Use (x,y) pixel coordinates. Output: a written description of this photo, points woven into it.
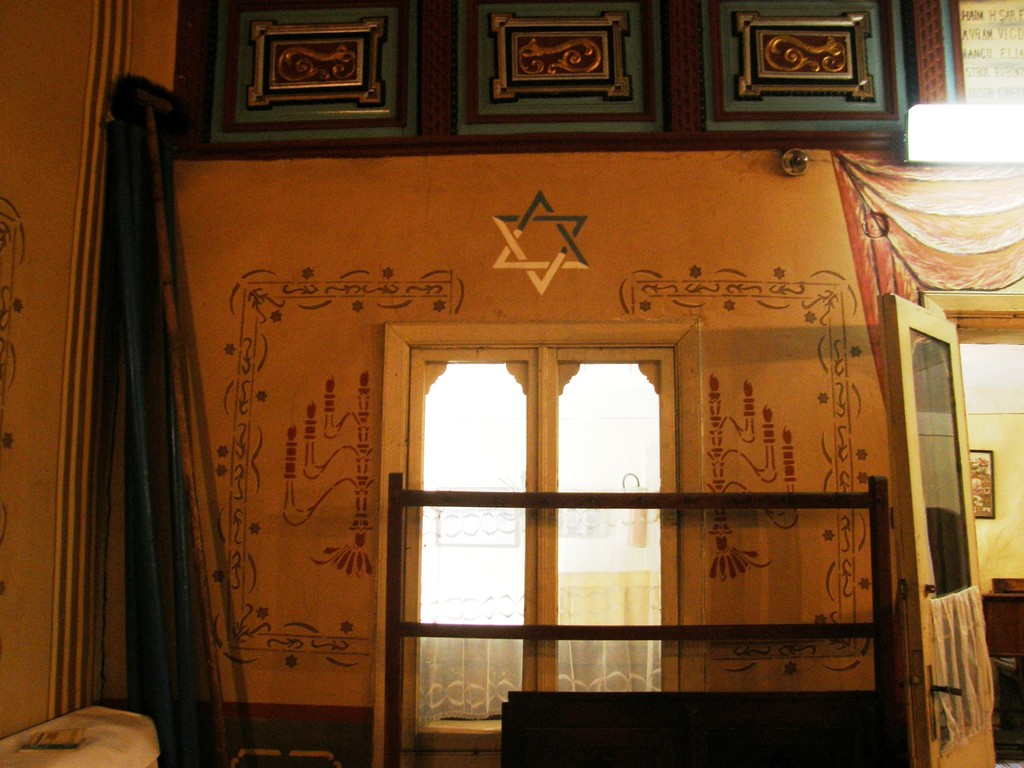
The picture is clicked inside a room (407,320). On the wall (351,369) there are paintings (690,293). There is a glass window (474,418). In the right (933,557) there is a door (939,407). Inside the room (934,556) there are furniture (689,720).
